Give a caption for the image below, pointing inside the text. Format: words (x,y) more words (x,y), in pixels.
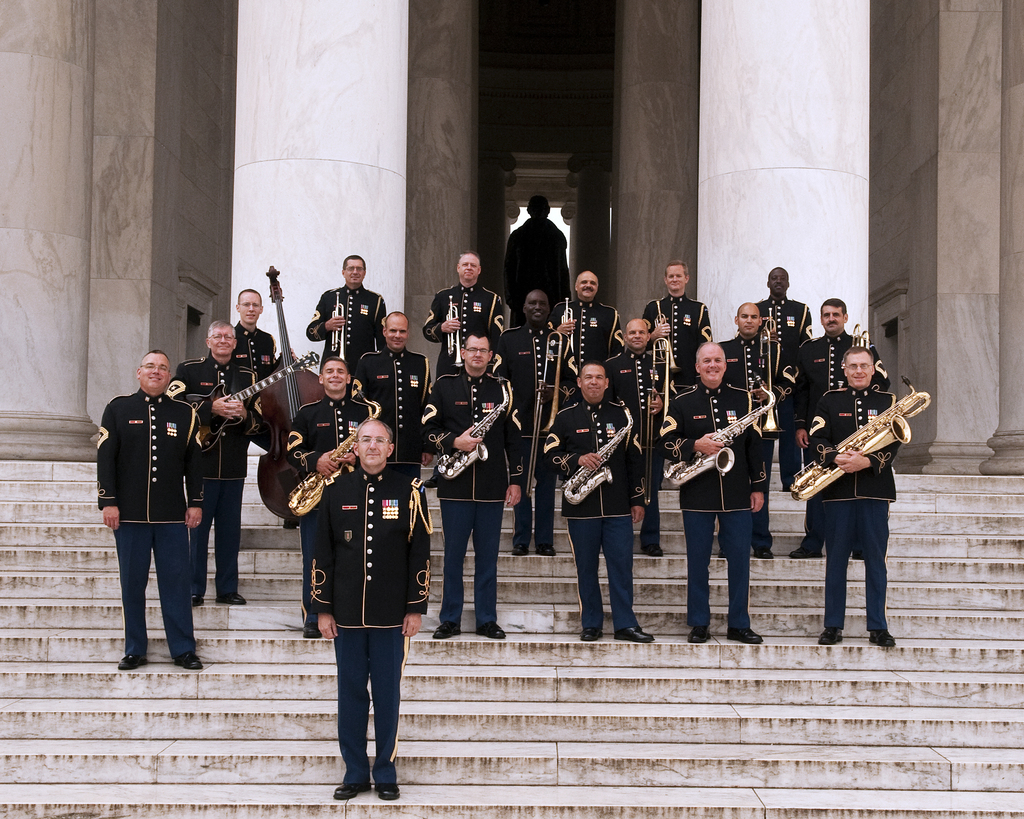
In this image, we can see people (617,594) wearing uniforms (497,293) and standing and some are holding musical instruments (557,375). In the background (517,174), there are pillars (356,103) and there is a wall (914,262) and at the bottom (553,641), there are stairs (487,720).
